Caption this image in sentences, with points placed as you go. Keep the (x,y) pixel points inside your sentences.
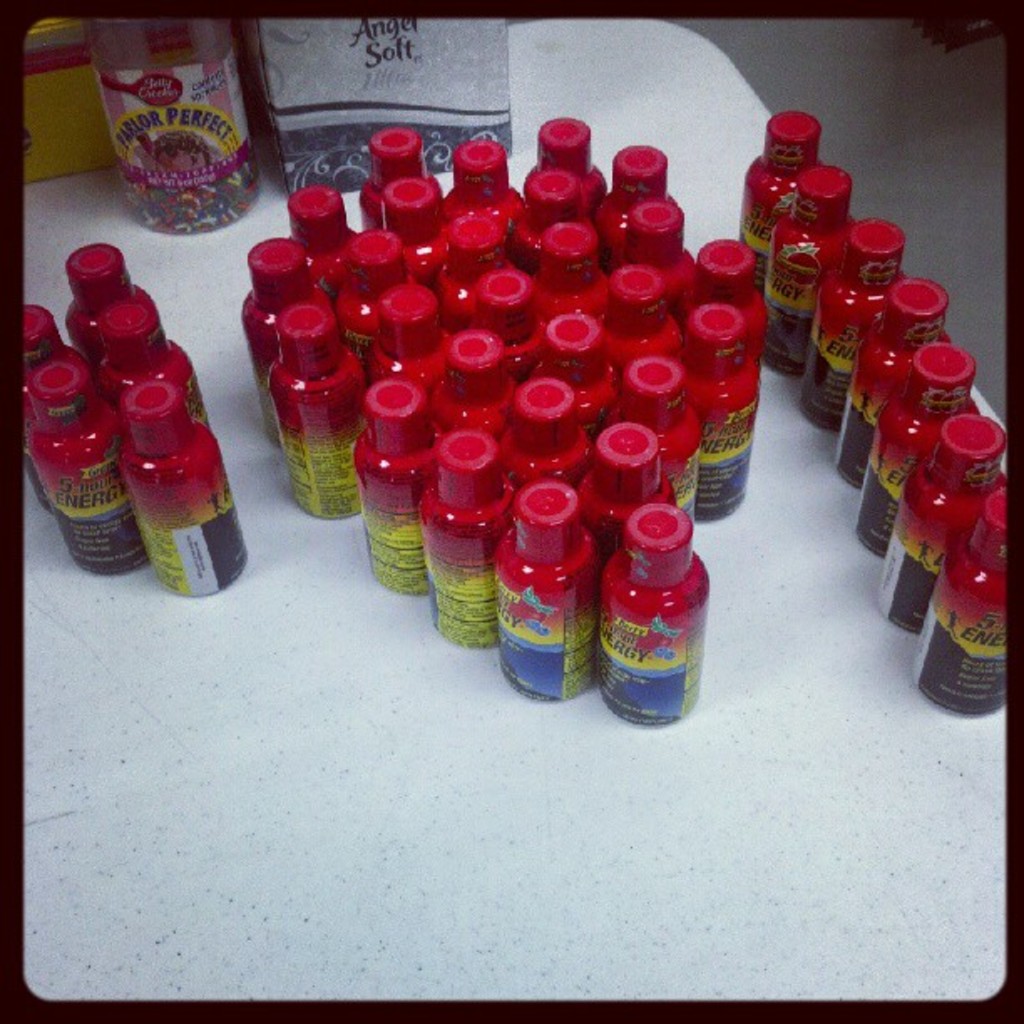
In this picture there are group of bottles (652,612) on a table (435,670) and a plastic bottle (178,112). The bottles (436,310) are in red, yellow and blue color.
